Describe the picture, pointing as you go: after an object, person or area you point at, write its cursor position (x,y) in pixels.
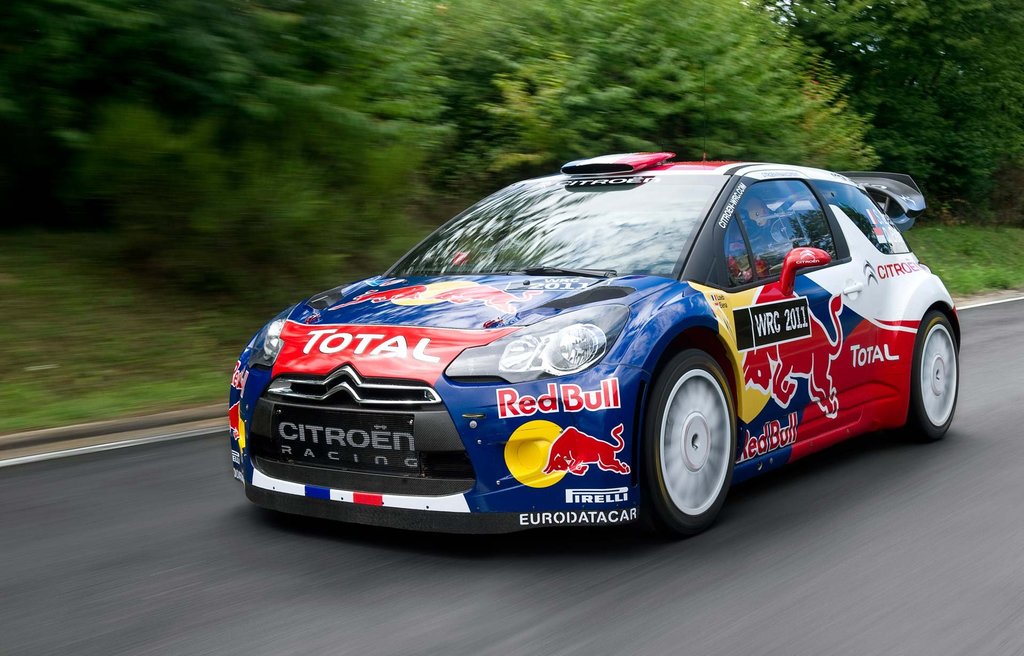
In the picture I can see a racing car (644,344) on the road (881,555). In the background (395,254), I can see the trees (847,153).
